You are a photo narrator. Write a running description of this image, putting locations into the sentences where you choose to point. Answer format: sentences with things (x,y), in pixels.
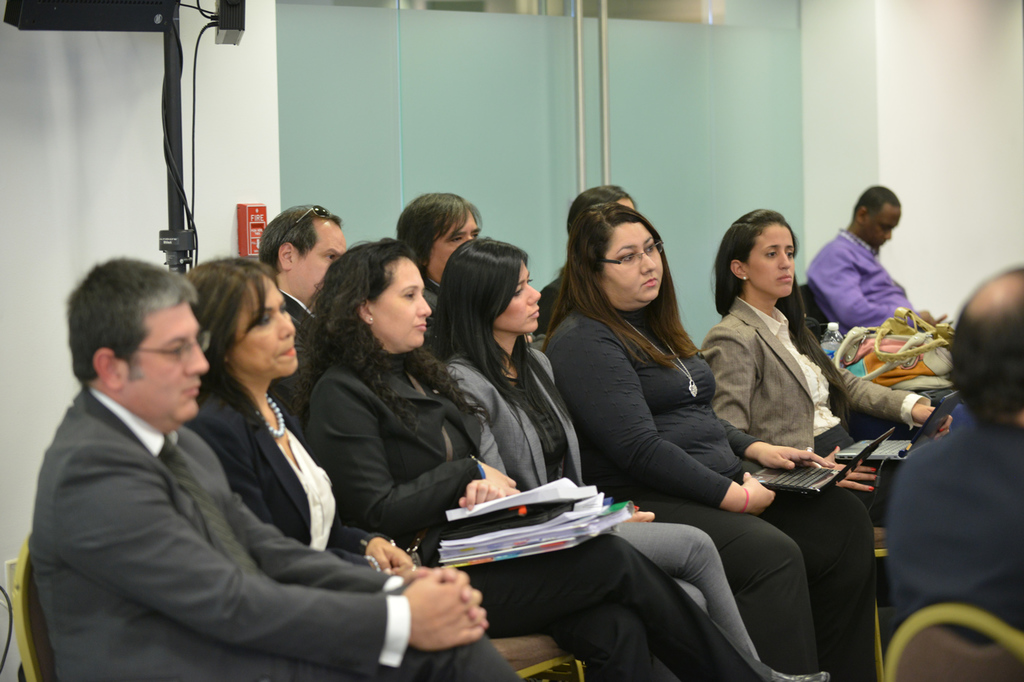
In this image we can see the persons (503,457) sitting on the chairs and holding laptops (800,481) and books (558,507). And at the side, we can see a bottle (835,345) and bag (872,366). And at the back (366,119) we can see the wall (209,230) with the door (629,139) and there is a stand (179,197) with box (145,14) near the wall (248,44).
